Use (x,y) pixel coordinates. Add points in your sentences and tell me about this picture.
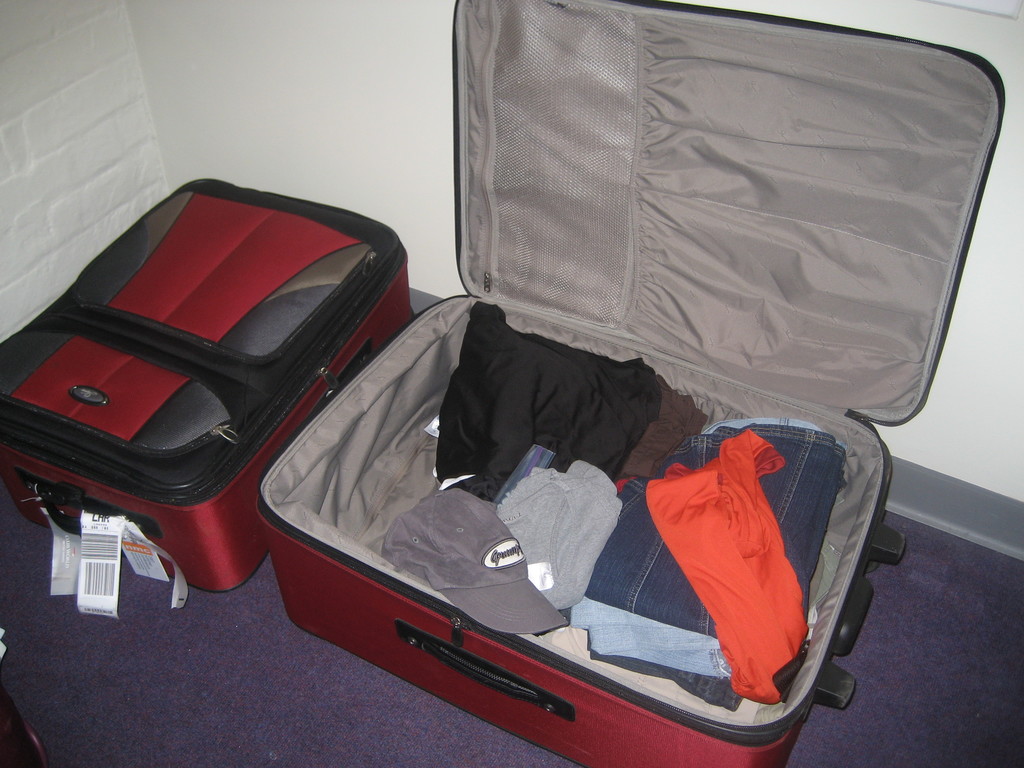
In this picture there are two trolley bags (395,332), one is close other opened. There are clothes (552,583) in one of the trolley bag (528,474). Wall (406,104) painted in white.
